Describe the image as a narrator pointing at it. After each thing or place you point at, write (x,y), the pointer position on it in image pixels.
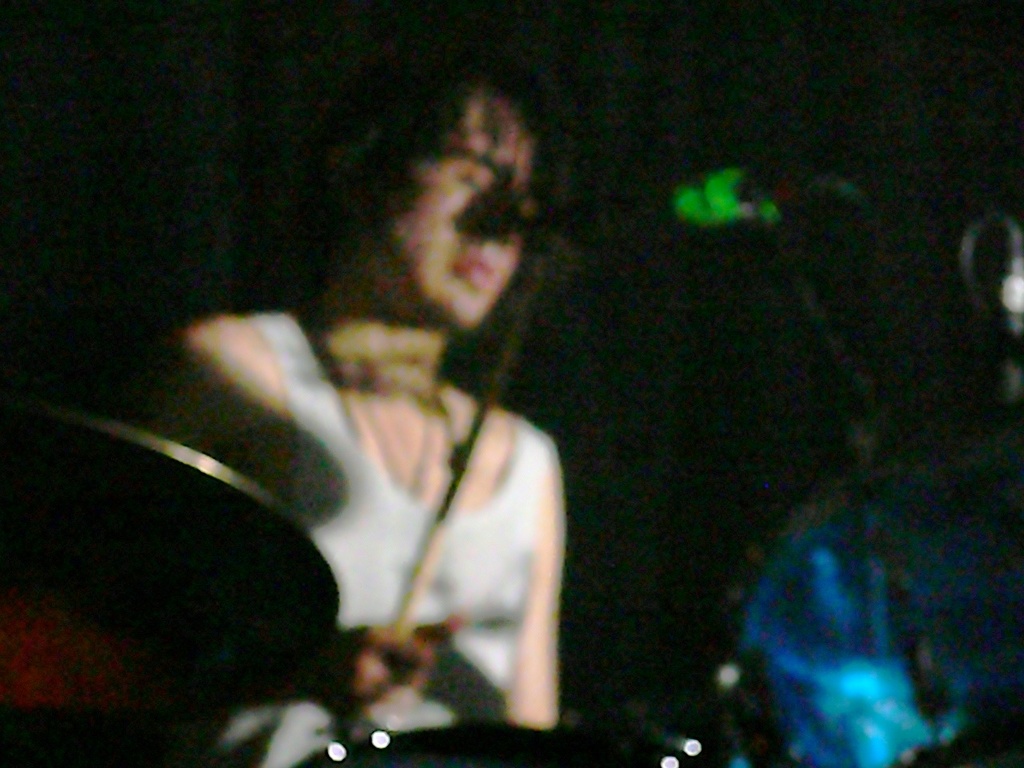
In this image we can see person (356,365) sitting at the mic (507,224).
